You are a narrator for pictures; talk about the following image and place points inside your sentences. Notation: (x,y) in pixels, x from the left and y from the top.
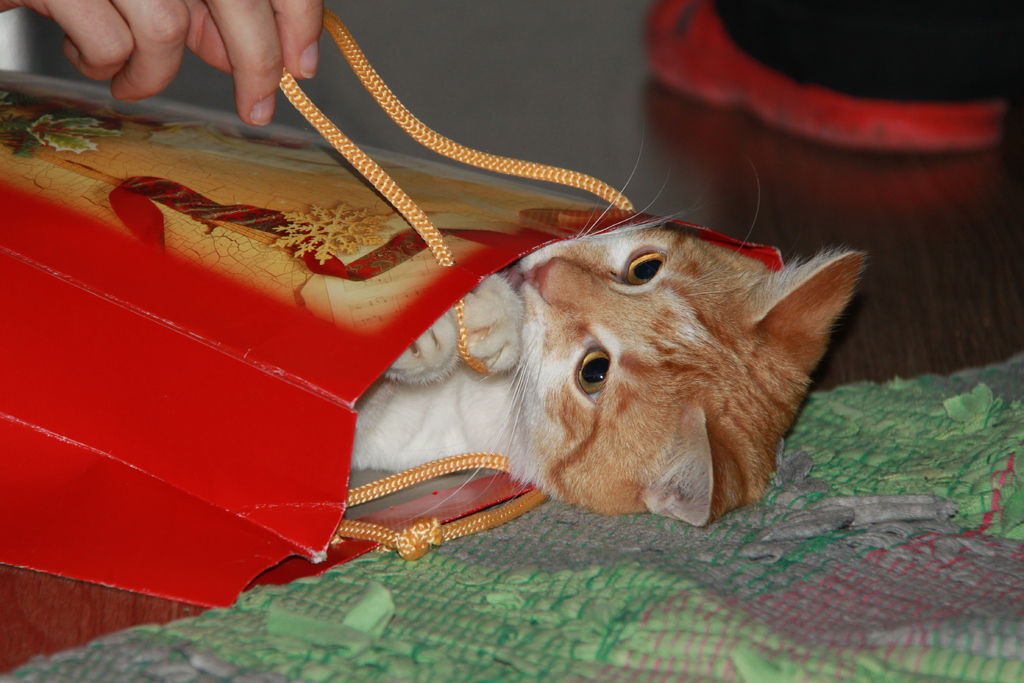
In this image there is a cat (396,444) inside the bag (338,408) and the bag (276,580) is on a table (792,471), in the top left (217,18) there is a hand (206,34), in the background (789,58) is blurred.
